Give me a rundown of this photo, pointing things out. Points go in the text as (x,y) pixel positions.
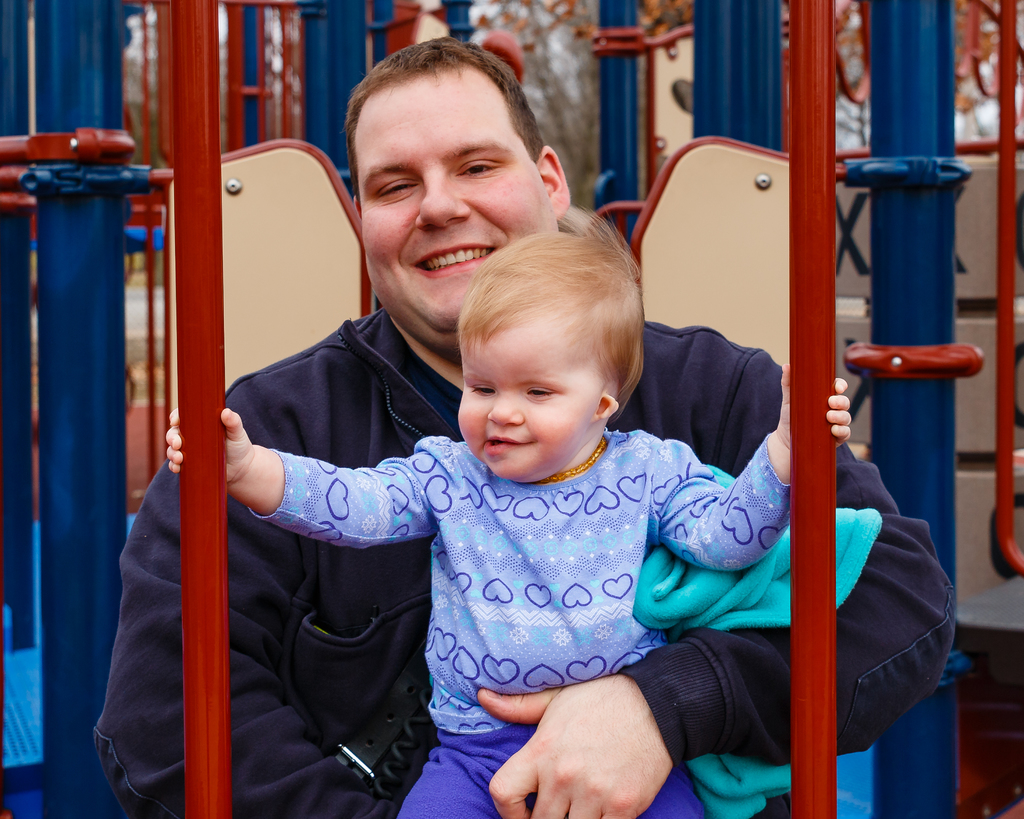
In this picture we can see a man (382,776) smiling and a child (706,523) on him holding rods (208,429) and in the background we can see trees (595,17).
